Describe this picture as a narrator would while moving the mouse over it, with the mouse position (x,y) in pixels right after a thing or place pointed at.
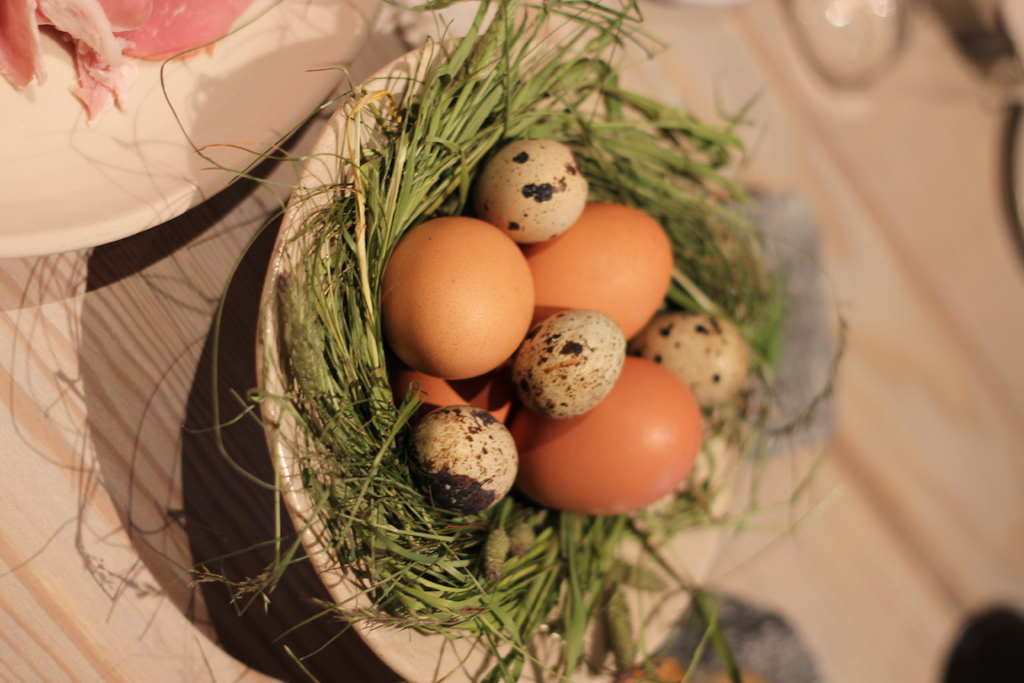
In this image there is a plate (278,438) on which there is a nest (385,429). In the nest (555,568) there are some eggs (567,342). The plate (279,380) is on the table (127,464). On the left side (87,227) top corner there is a plate (148,105) on which there is meat (148,58).
